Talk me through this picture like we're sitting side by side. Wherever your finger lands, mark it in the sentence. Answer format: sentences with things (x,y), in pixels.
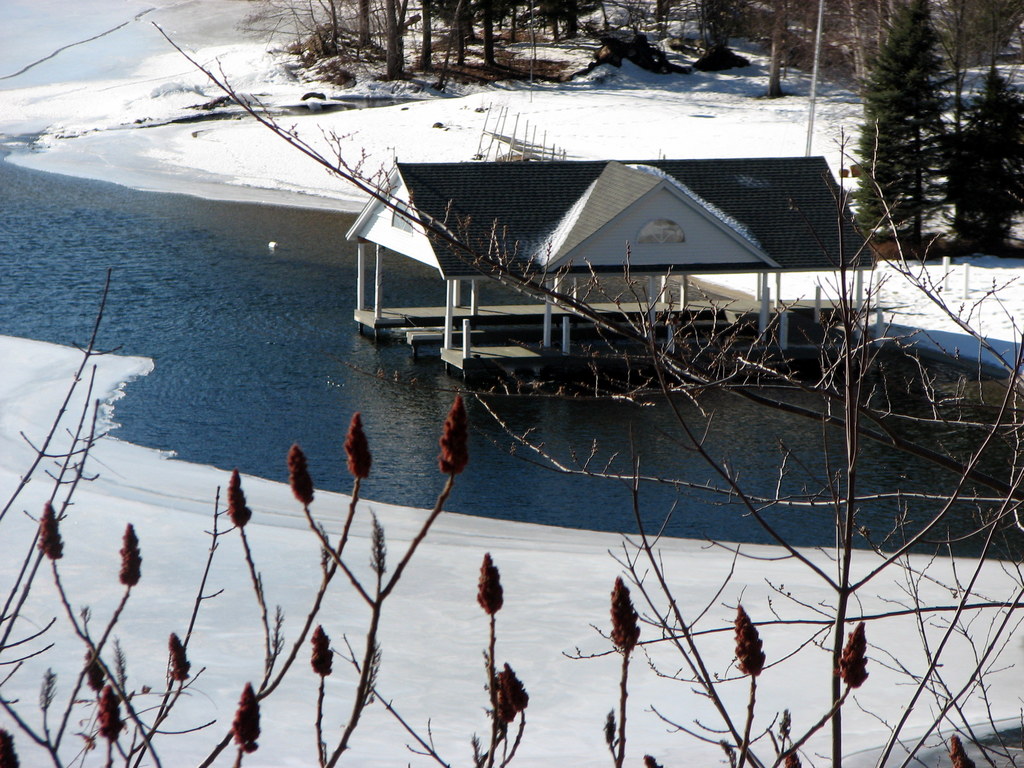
In this image I can see plants (761,369), water (783,415), shed (791,300), trees (829,13) and ice (553,629). This image is taken may be during a day.
